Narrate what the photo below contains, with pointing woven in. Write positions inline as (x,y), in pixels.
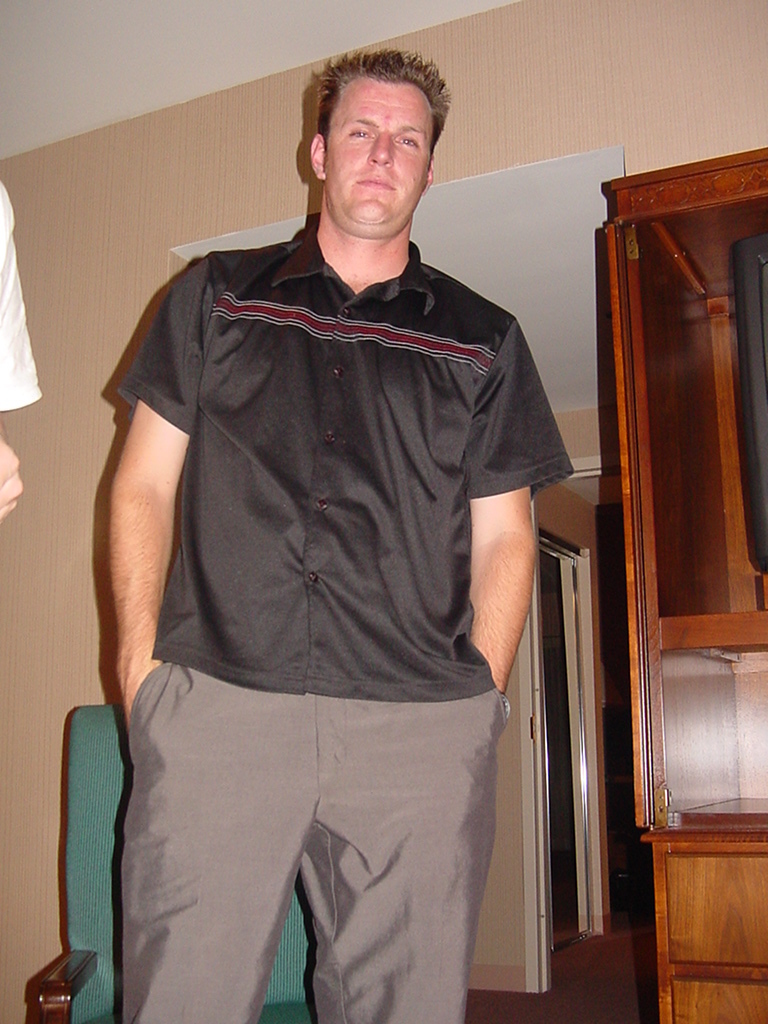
This picture is clicked inside. In the center (461,371) there was a man (496,375) wearing black color shirt (319,503) and standing on the ground (579,986). In the background (644,195) we can see the wall (659,67), wooden cabinet (664,442), green color chair (121,829), roof (100,48) and an object (592,853) placed on the ground (610,962). On the left corner (6,448) we can see the hand (13,468) of a person (9,458).
